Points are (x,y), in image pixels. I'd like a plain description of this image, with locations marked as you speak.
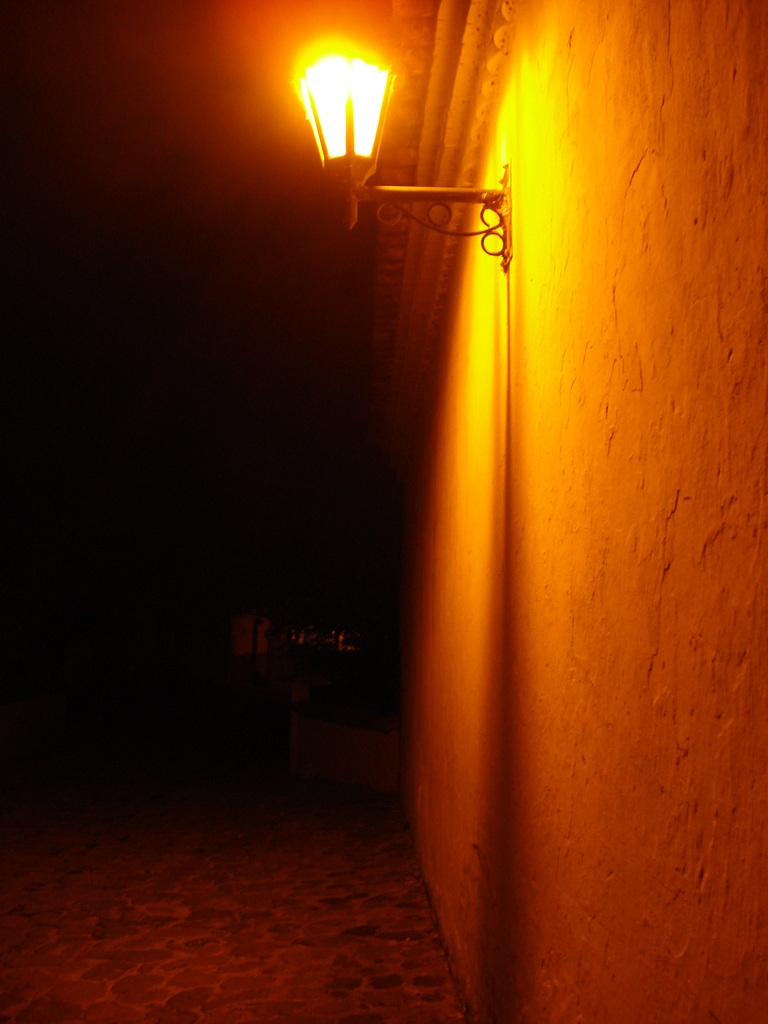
In this picture there is lamp (327,151) at the top side of the image (345,154) and the background (56,12) area of the image is dark.
